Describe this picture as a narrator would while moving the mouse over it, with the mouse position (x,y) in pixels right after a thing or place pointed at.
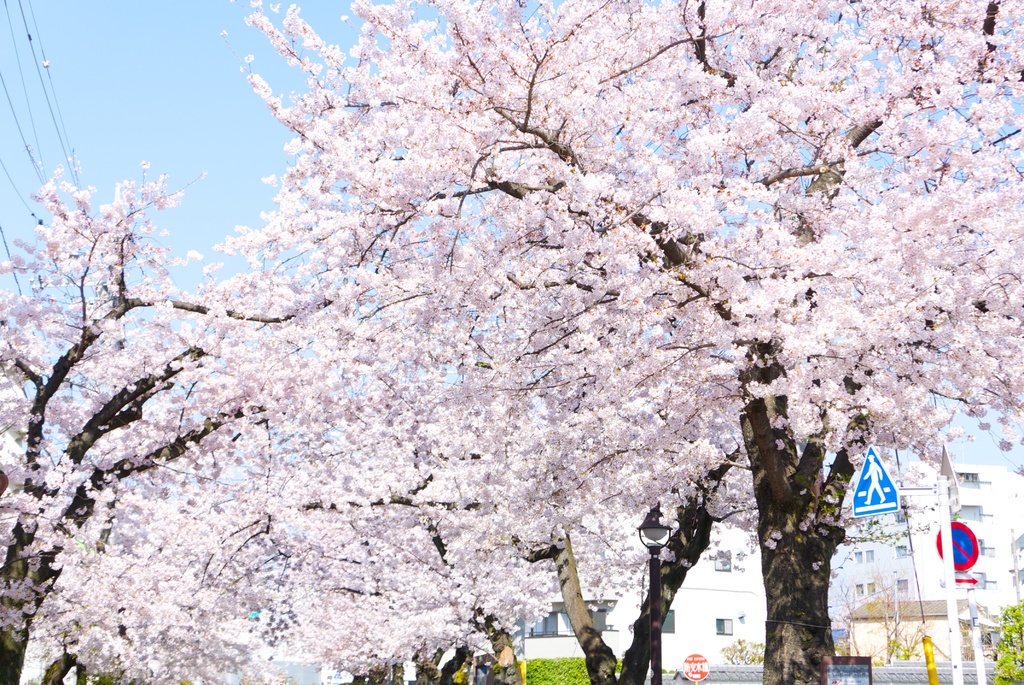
In the image there are many trees (500,453) with pink leaves (781,337) all over it and in the back (904,574) there are buildings (904,574) with caution boards (882,489) on the right side (966,555) and above its sky (191,128).
